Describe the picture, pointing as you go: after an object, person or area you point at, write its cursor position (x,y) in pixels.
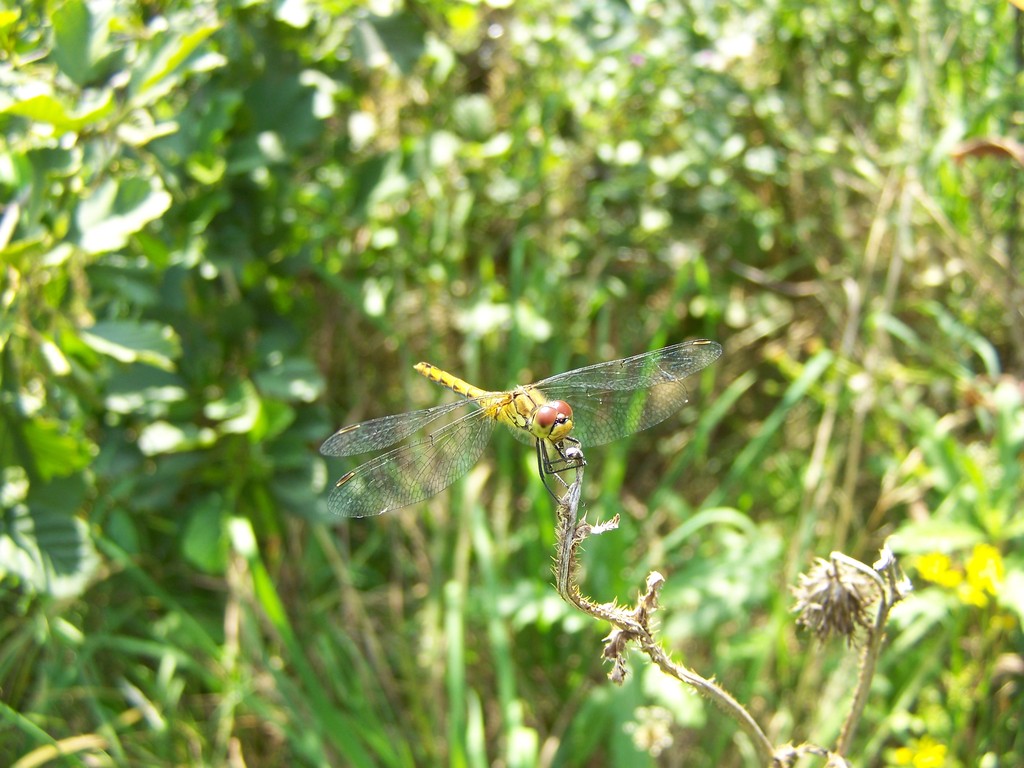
In this picture I can see a dragonfly (591,412) on the brown color thing (563,501). I see that it is blurred in the background (871,407) and I can see number of plants (205,390).
